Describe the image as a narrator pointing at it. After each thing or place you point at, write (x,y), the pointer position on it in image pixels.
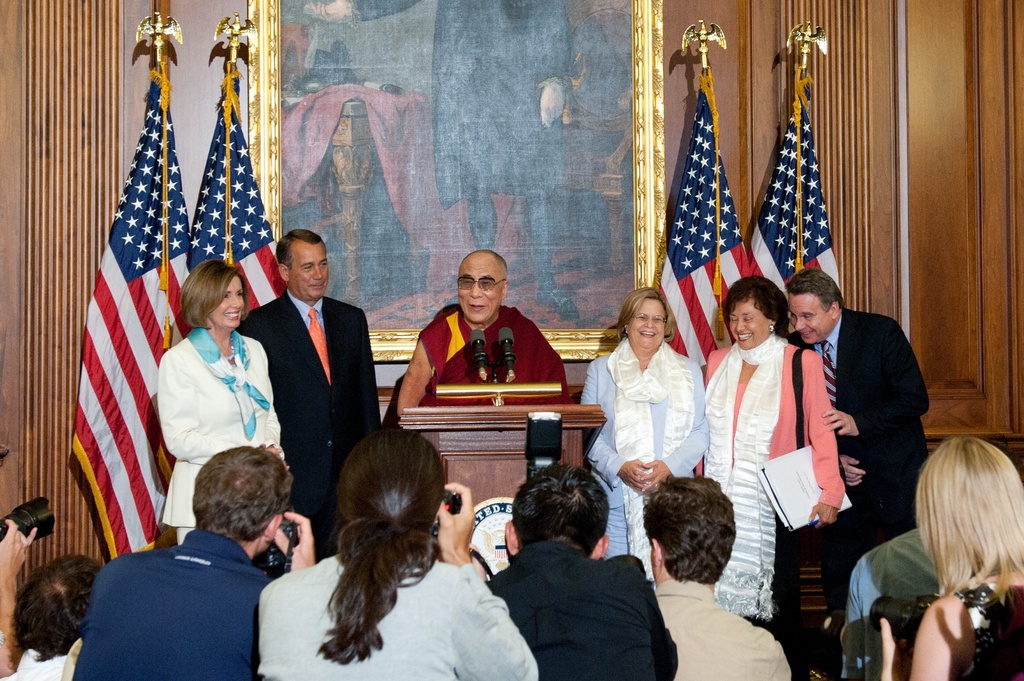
In this picture I can see few people (662,309) standing and a man (459,372) standing at a podium (497,439) and speaking with the help of microphones (507,354). I can see few flags (154,194) and a photo frame (521,167) in the back (360,62) and I can see few people (202,548) holding cameras (435,515) and a woman (780,432) holding papers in her hand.
